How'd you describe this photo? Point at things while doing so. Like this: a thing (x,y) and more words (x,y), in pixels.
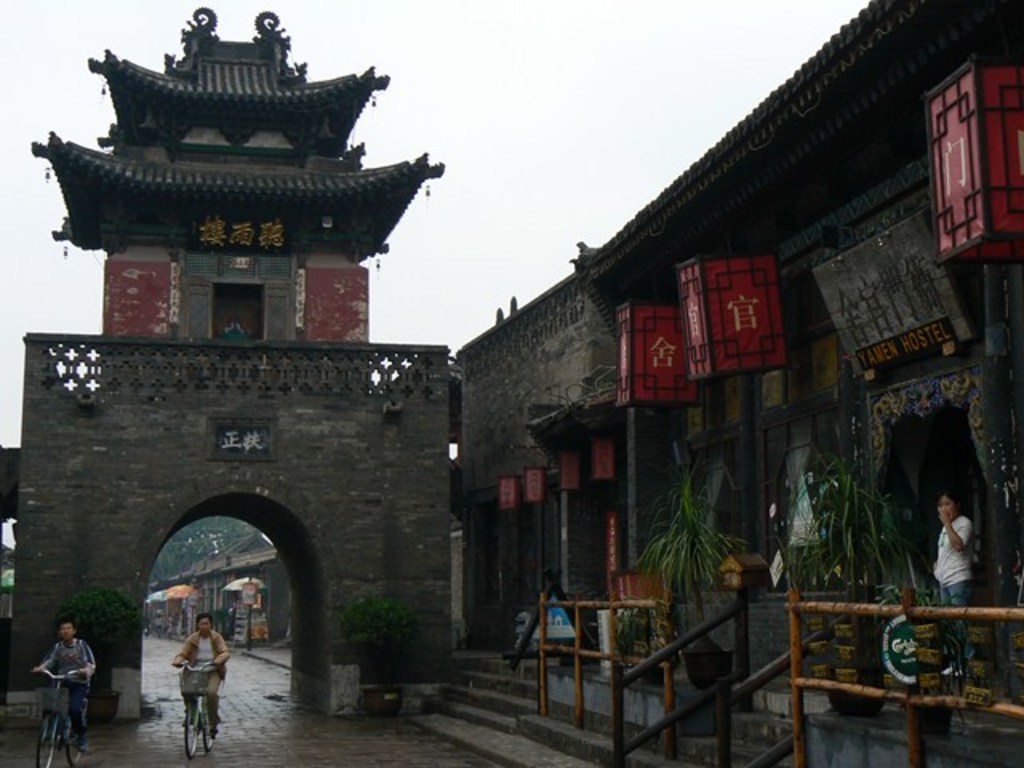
In this image, we can see an arch (248,500), at the right side (820,331) there is a building (960,314), at the left side (73,688) there are two persons (89,682) riding the bicycles (57,688), at the top (488,92) there is a sky (526,71) which is cloudy.
